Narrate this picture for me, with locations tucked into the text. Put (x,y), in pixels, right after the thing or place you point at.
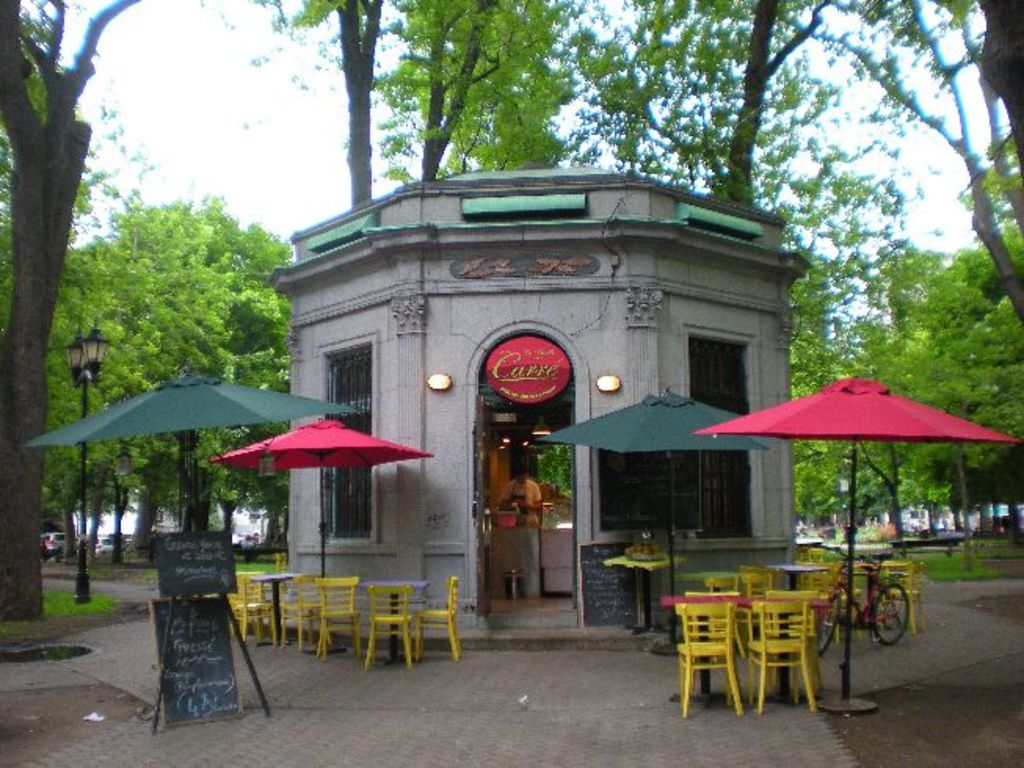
In the center of the image (523,427) we can see a store (567,461). At the bottom (221,573) there are parasols (845,687) and boards (212,689). We can see chairs (799,669). On the right (867,631) there is a bicycle (909,610). In the background (934,272) there are trees (117,330), pole (82,353) and sky (303,101).
